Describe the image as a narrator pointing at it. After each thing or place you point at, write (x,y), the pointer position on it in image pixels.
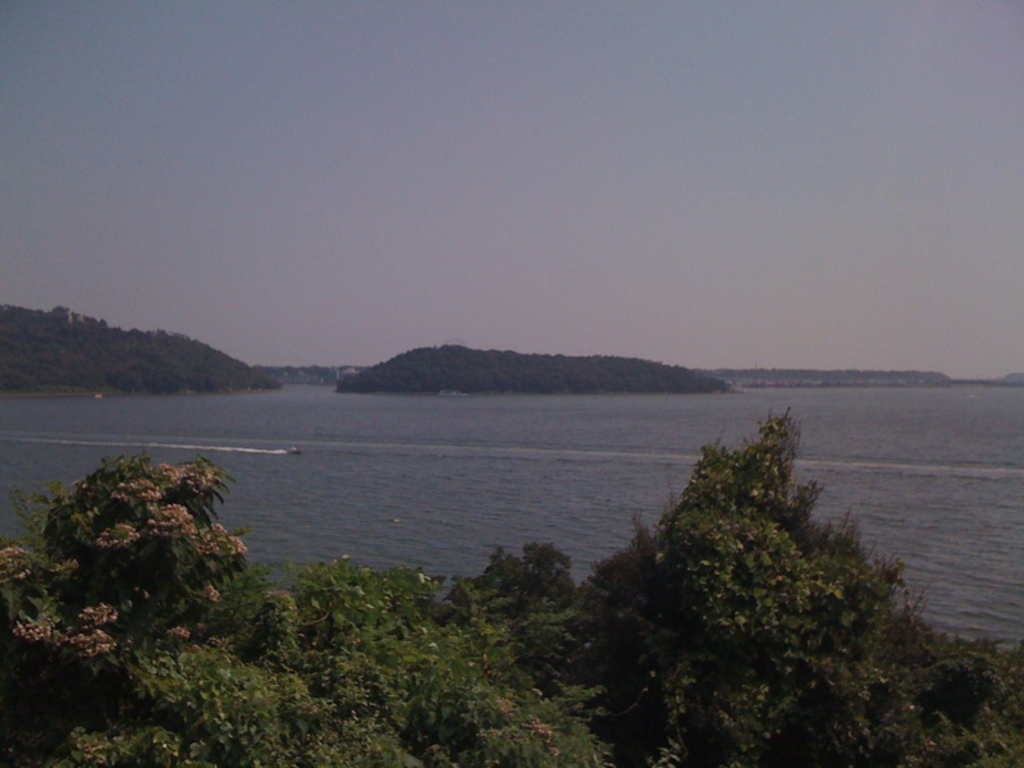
In the picture we can see some plants (387,667) with some flowers (103,641) to it and behind it we can see water (352,479) and far from it we can see hills (387,375) and sky (367,295).
